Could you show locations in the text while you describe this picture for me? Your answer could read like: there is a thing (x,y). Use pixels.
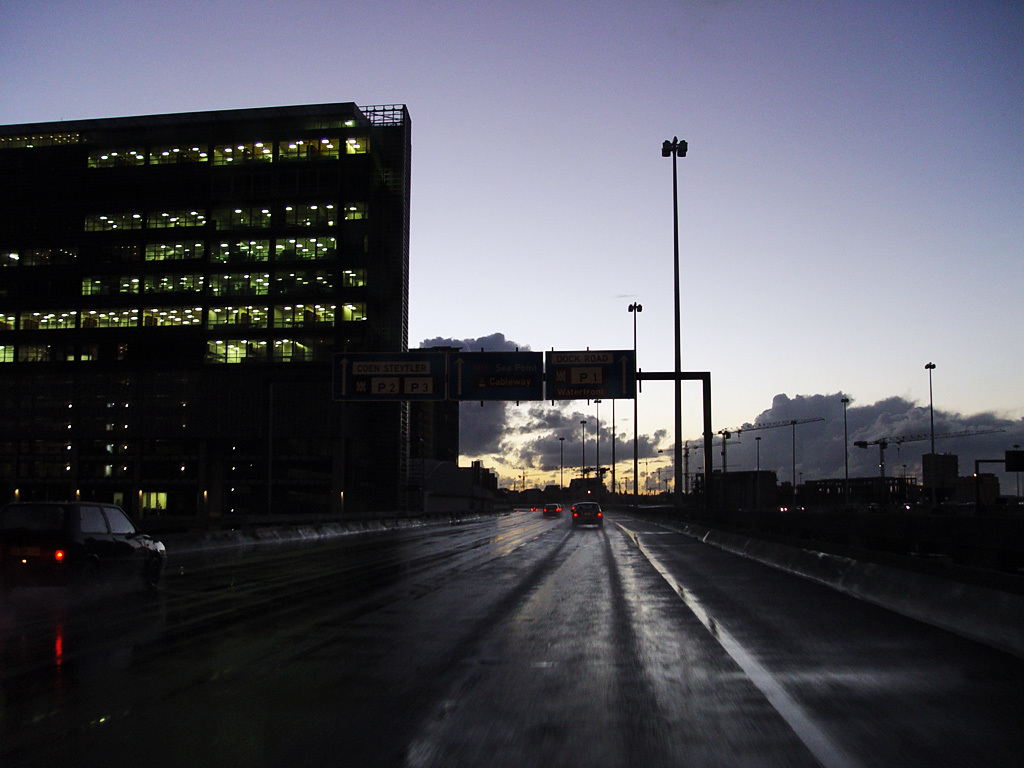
In this given picture, I can see transparent building (224,179) which is filled with full of lights (245,247) and towards right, I can see multiple electrical poles (669,155) and i can see a road (514,529) few vehicles (580,514) passing through.
